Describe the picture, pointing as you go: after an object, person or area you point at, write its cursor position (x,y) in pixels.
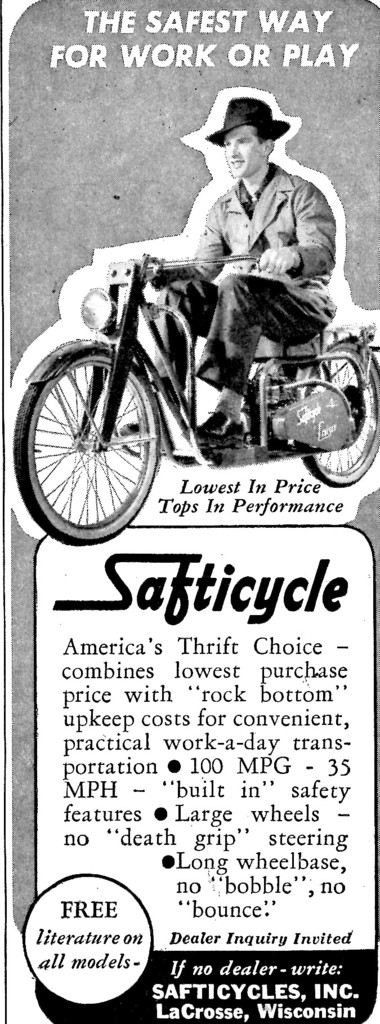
In this image I can see the article (229,478).
